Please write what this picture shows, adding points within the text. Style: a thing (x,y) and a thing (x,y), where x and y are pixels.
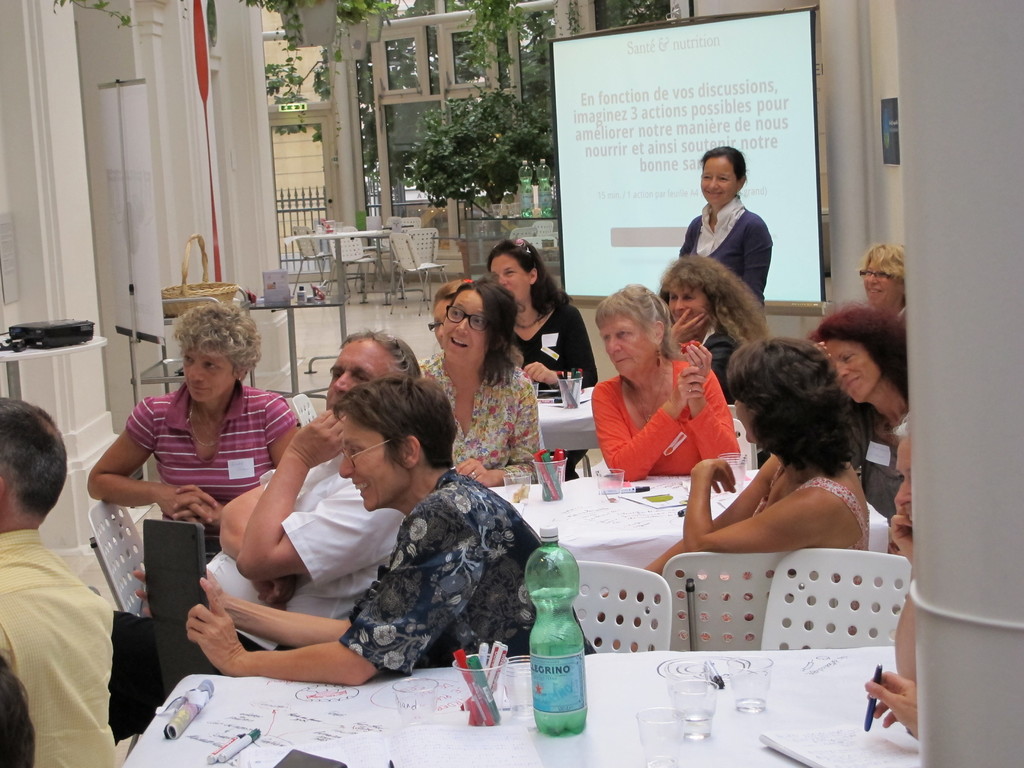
In this image i can see a group of people (343,519) sitting on a chair (598,608) in front of a table (561,507) and few of them are smiling. On the table (601,677) we have a bottle (561,671), glasses (697,714) and other objects (672,491) on it. In the background (584,163) i can see a screen (625,133) and a tree (494,109).
